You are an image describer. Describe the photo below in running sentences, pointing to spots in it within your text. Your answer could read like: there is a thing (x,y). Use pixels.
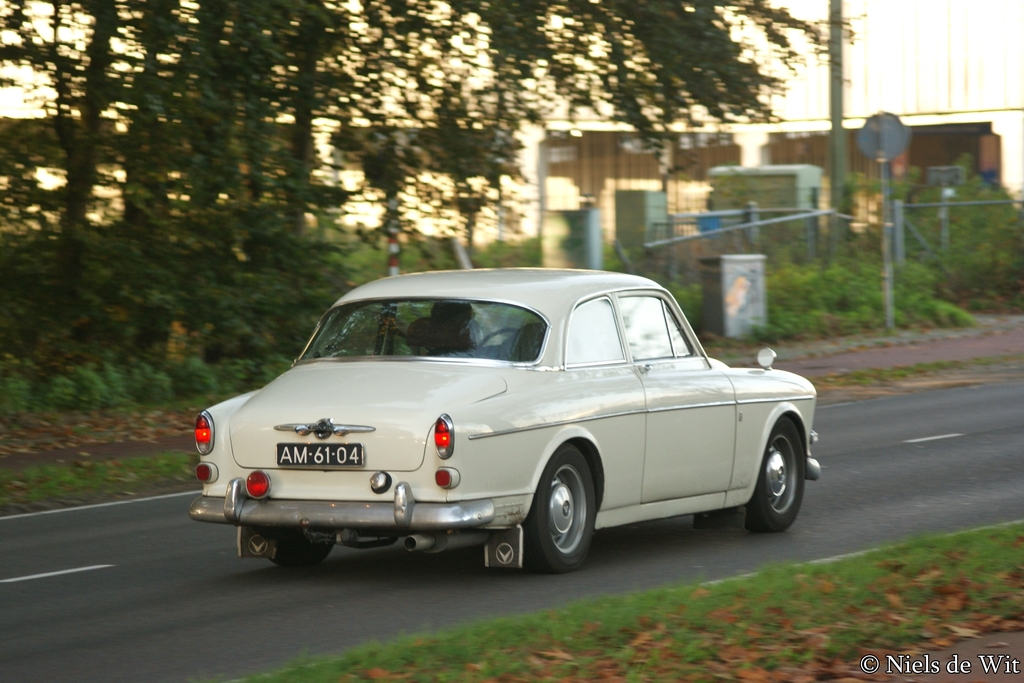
In this image there is a white Volvo Amazon car (591,469) on the road (615,538). In the background (687,155) there are buildings (599,139). On the footpath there are poles (837,200) with the boards (904,150). There is a dustbin (756,289) beside the road (909,434). On the sidewalk (868,578) there is grass (839,609).
